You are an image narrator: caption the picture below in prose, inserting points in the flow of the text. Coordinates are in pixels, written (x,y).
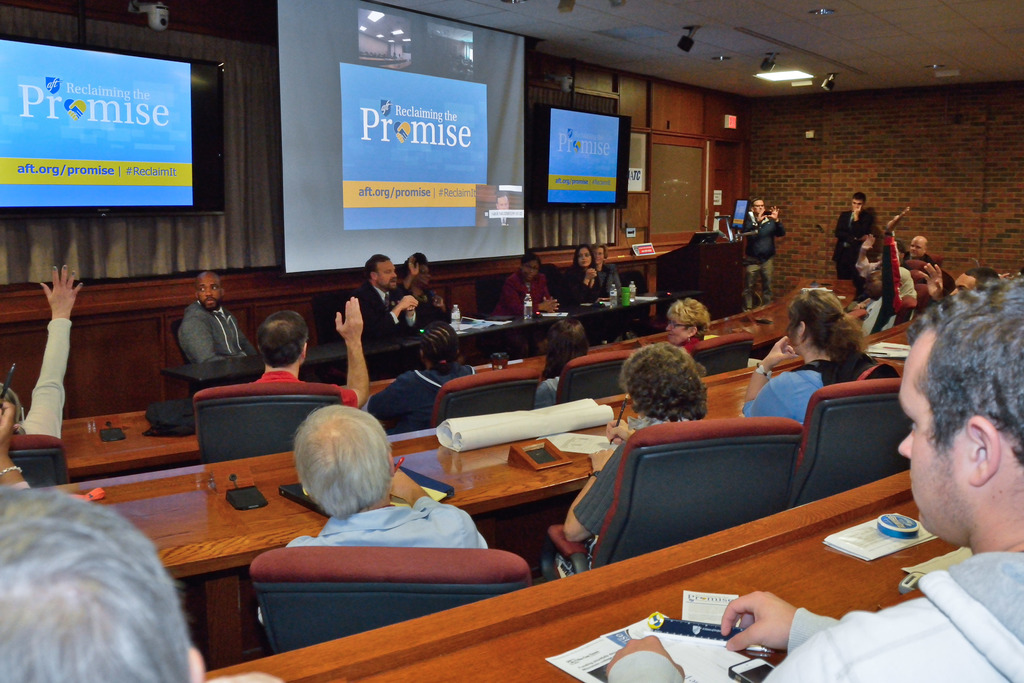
In this picture there are group of people (205,287) sitting they have a paper (721,659) and a holder (548,467) in front of them is a microphone set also and here there two television screens (620,134). There is a slide (424,82) projected on the screen (459,69) this is the screen (441,82) and there is a table (888,497) that the delegates (419,292) are sitting and also on the right (915,185) there is a brick wall (946,177).
